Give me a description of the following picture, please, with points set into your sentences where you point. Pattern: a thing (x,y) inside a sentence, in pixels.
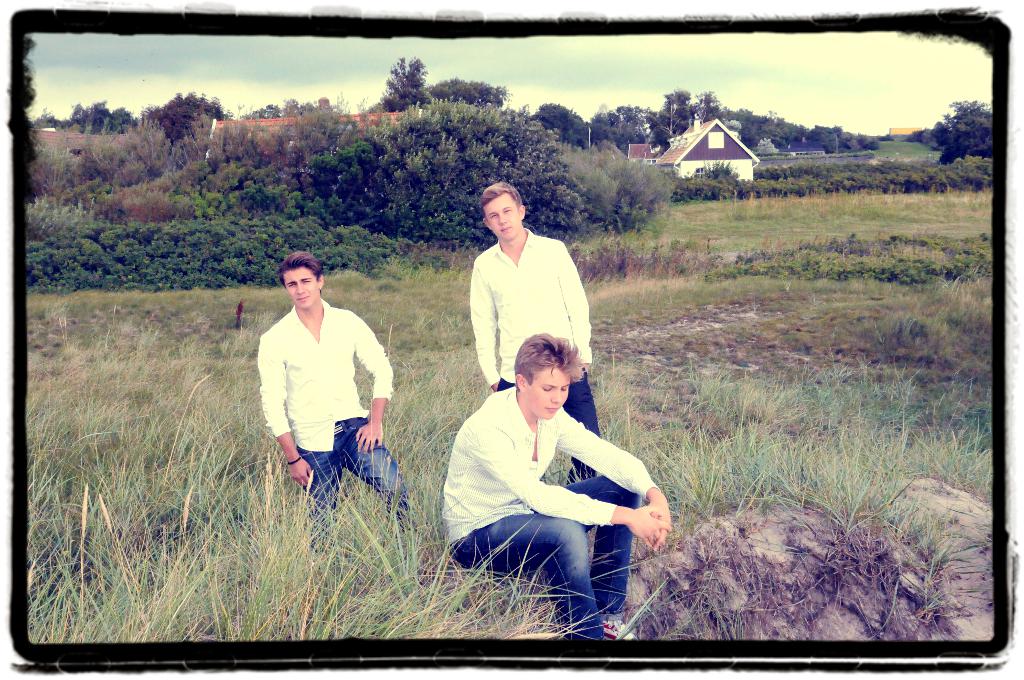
This is an edited image, where there are three persons (512,336), a person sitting on the rock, two persons (376,382) standing, plants (410,132), grass (416,627), houses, trees (426,197), poles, and in the background (455,75) there is sky (430,78).
